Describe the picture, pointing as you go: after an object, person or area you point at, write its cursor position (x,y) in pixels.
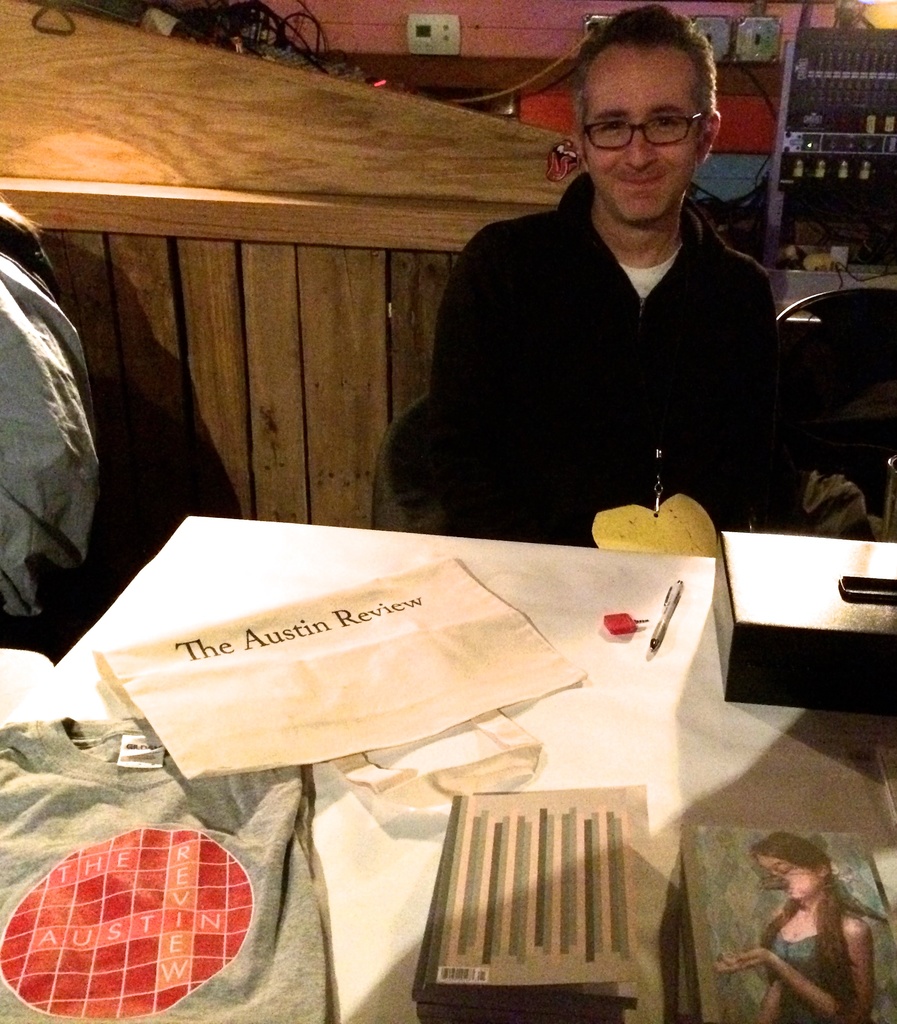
In this image, we can see a person (648,437) is sitting on the chair (413,494) and smiling. He is watching. At the bottom (664,704), there is a table (624,780), few objects (399,771) are placed on it. Background (160,15) we can see so many things (887,18) and objects (887,18). Here we can see cloth (49,421) and chair (856,383).
